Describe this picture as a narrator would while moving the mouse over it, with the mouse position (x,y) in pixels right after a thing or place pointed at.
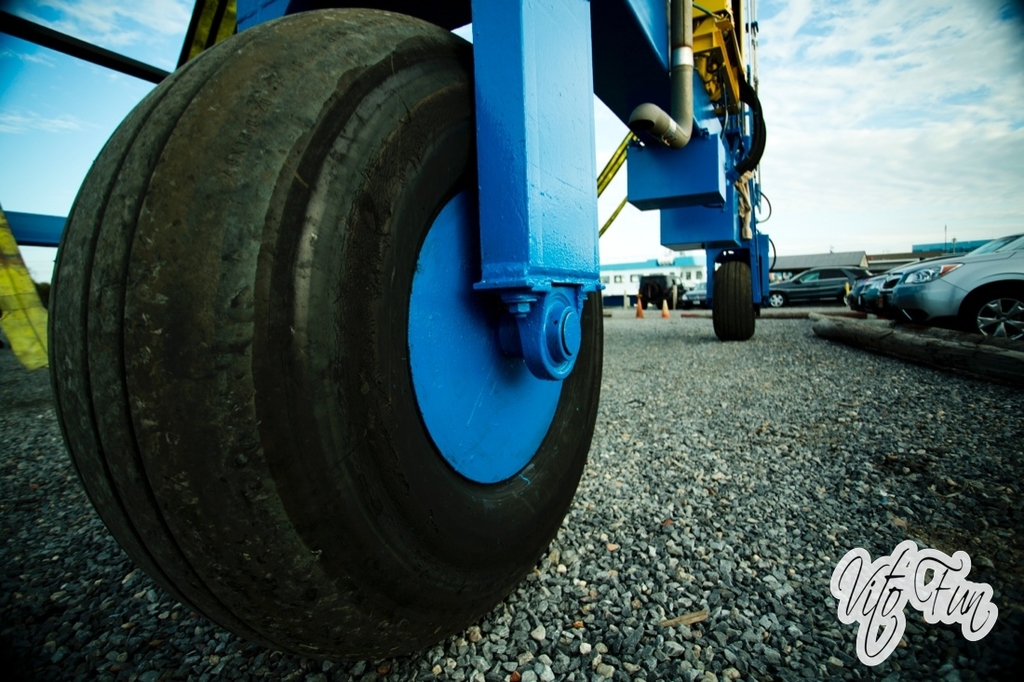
In this image we can see the wheels (339,394) of a hydraulic machine (522,239), beside the hydraulic machine (506,263), there are cars (970,306) parked in the parking lot (956,324).
